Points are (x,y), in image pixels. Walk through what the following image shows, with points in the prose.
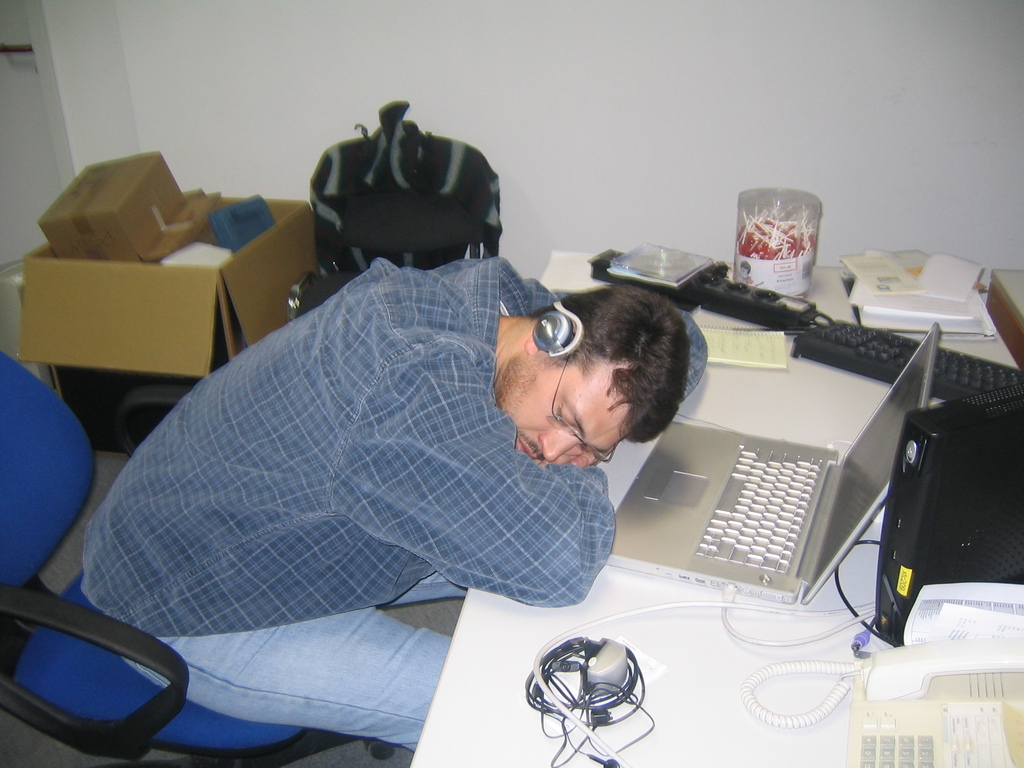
In this picture I can see person (531,357) sleeping in front of table (595,597) and his wearing a headphones (561,324) sitting on chair (68,667), on the table (791,734) I can see laptop (799,484), keyboard (845,335), books (884,255), phone (1008,643), box (765,262), cable wires (599,695) and at the top (443,78) there is the wall (324,105), in front of wall (235,79) there is a box (142,252), bag (430,178).
